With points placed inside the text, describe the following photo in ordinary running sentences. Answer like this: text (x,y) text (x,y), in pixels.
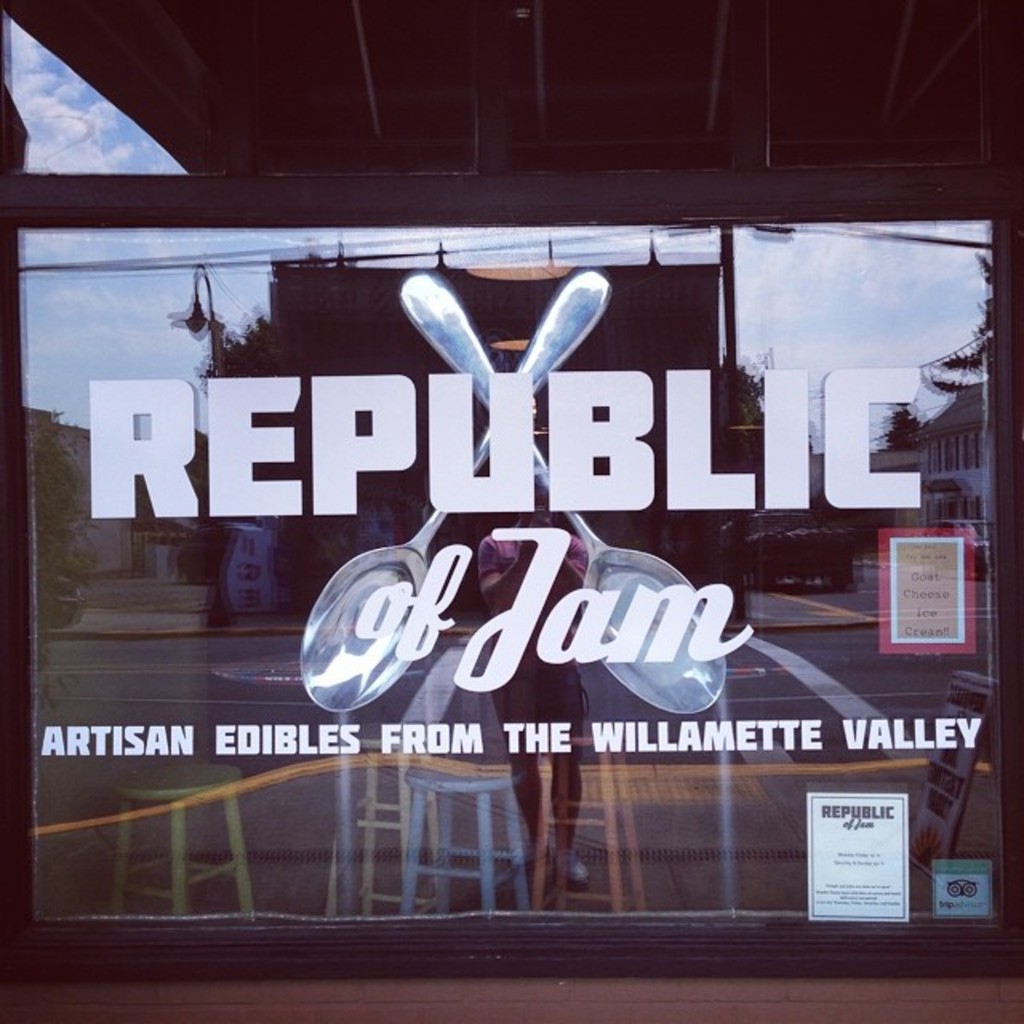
In this image we can see some text (707,490), spoons (383,620) and some frames (890,870) on the surface (755,571), we can also see table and stools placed on the ground (759,820). In the background (556,688), we can see the reflection (562,828) of a person (497,581) standing on the ground (843,659), buildings (958,460), trees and a light pole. At the top of the image (73,122) we can see the sky (56,124).
